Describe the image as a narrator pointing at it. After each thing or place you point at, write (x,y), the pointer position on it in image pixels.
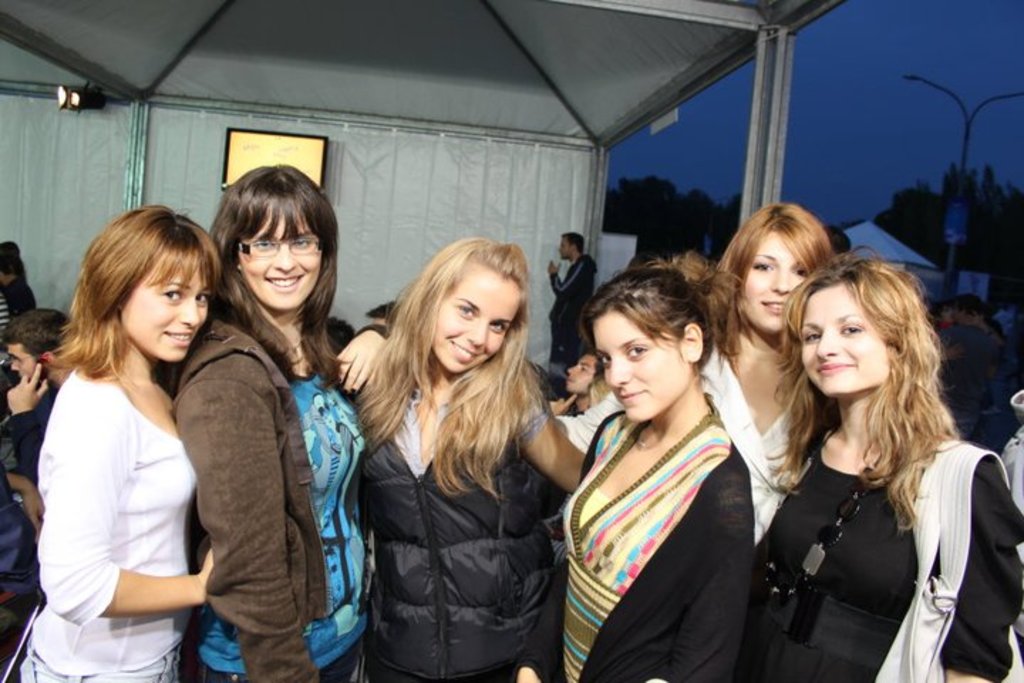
In this image there are people (436,377) standing under a tent (435,30), in the background (709,209) there are trees (945,193), light pole (964,116) and the sky (953,32).
